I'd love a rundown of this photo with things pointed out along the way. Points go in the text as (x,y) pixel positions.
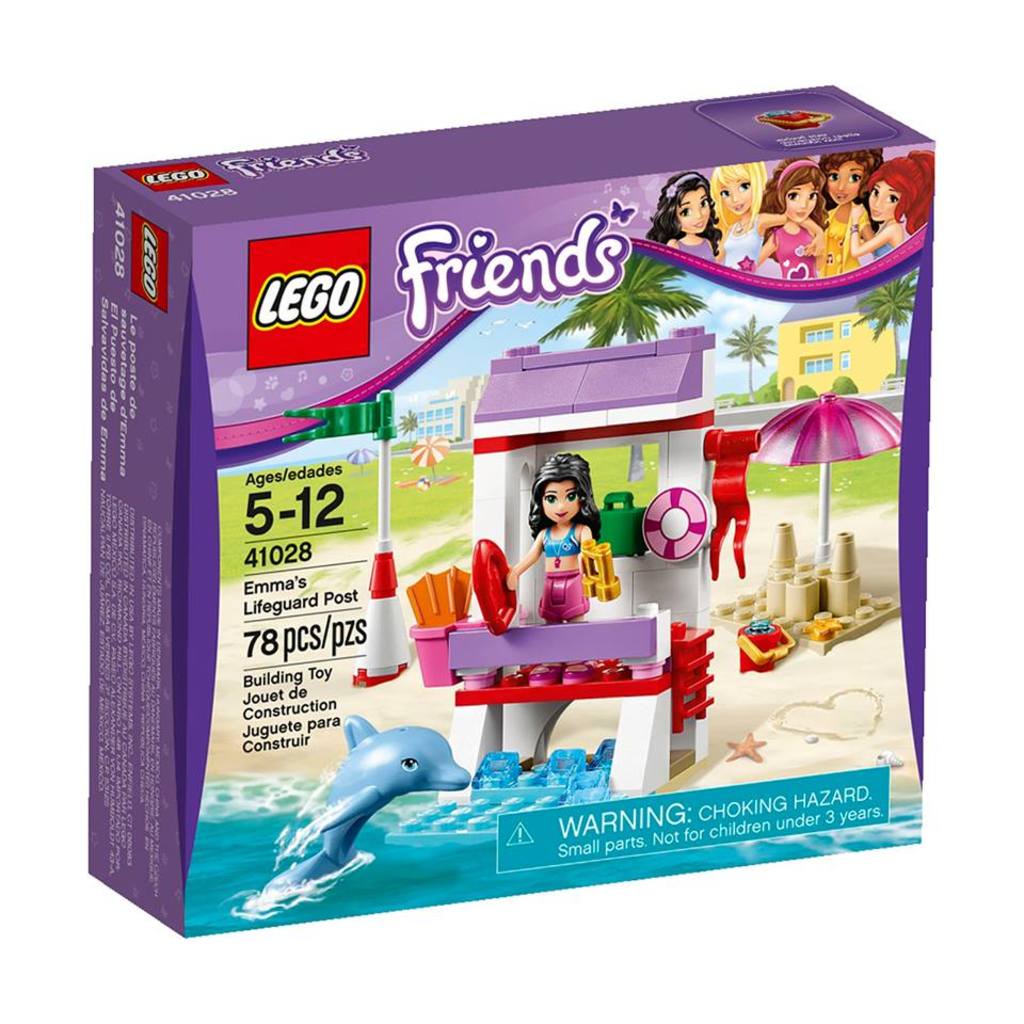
In this image in the center (628,432) there is a box (580,460) with some text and there are animated images (611,485) printed on the box (399,500) which is in the front (527,555).
